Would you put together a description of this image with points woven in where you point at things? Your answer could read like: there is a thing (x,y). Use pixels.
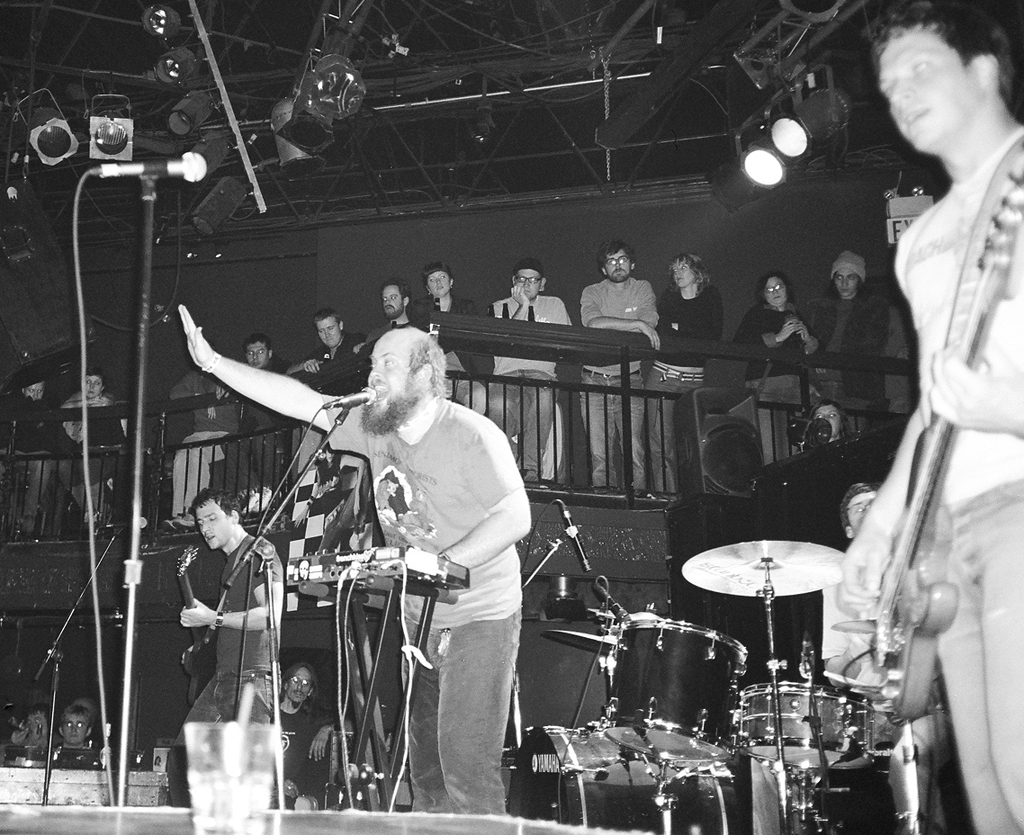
In this image I can see few people (457,620) playing the musical instruments (694,672) and there is a mic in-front of one person (420,454). In the background (256,416) I can see few more people (217,427) standing at the railing (613,392). I can see the lights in the top (95,131).
